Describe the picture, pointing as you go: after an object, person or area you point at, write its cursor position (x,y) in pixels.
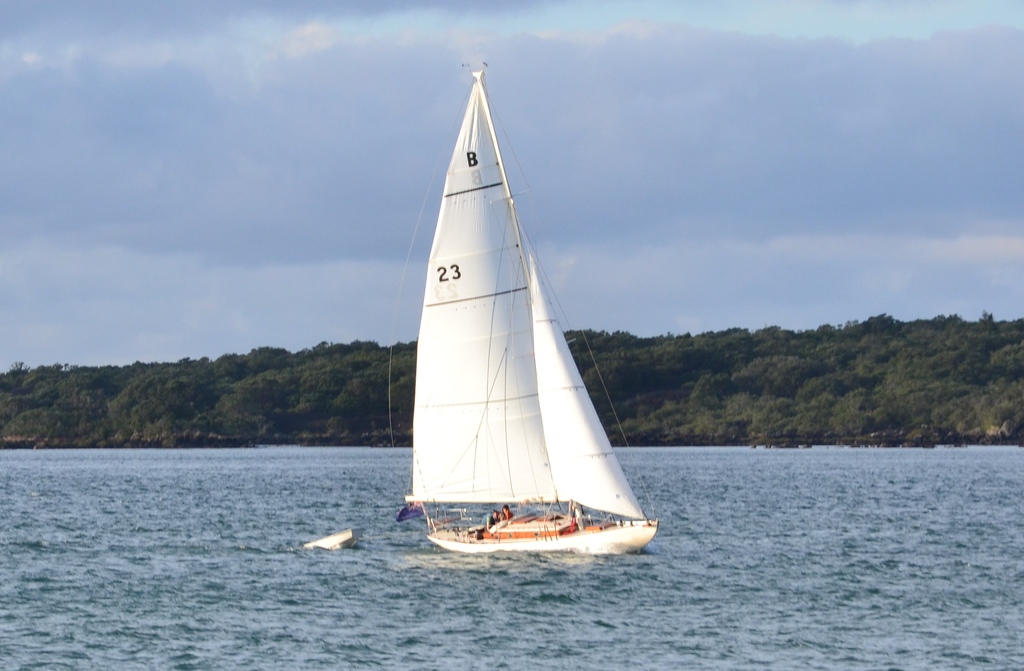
In this picture there is a white color ship (549,528) on the water (556,578) and there are trees (350,369) in the background (334,375) and the sky (404,113) is cloudy.
